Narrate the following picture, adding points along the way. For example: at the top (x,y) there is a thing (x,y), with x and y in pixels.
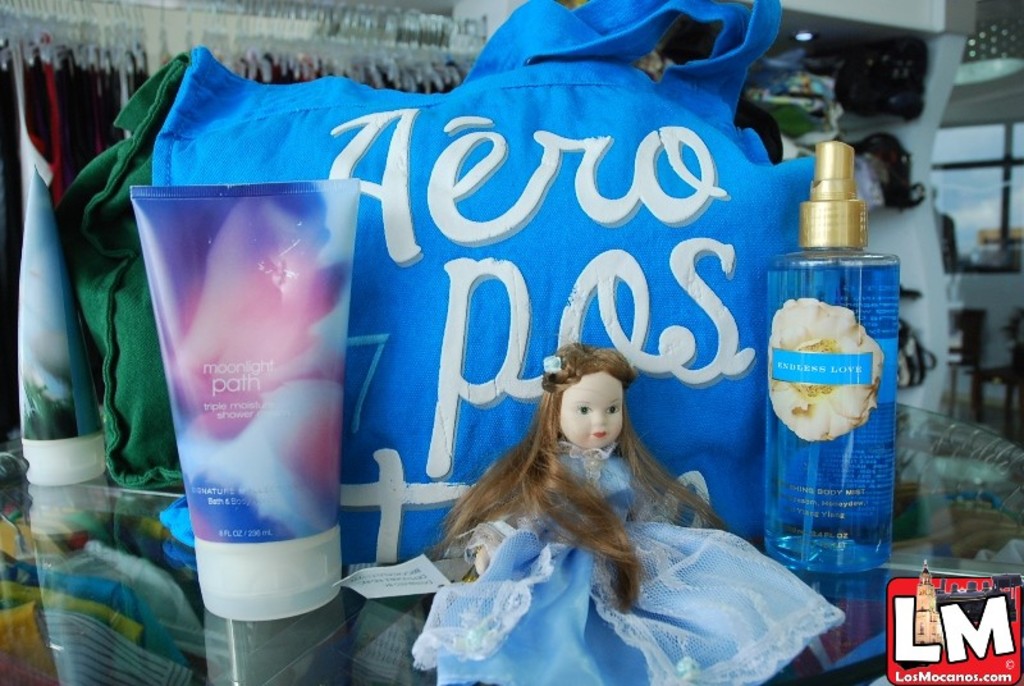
Here we can see 2 tubes (252,461) and a perfume (833,346) and a doll (604,481). In the background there are hangers (48,28), wall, window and clothes (7,292).
